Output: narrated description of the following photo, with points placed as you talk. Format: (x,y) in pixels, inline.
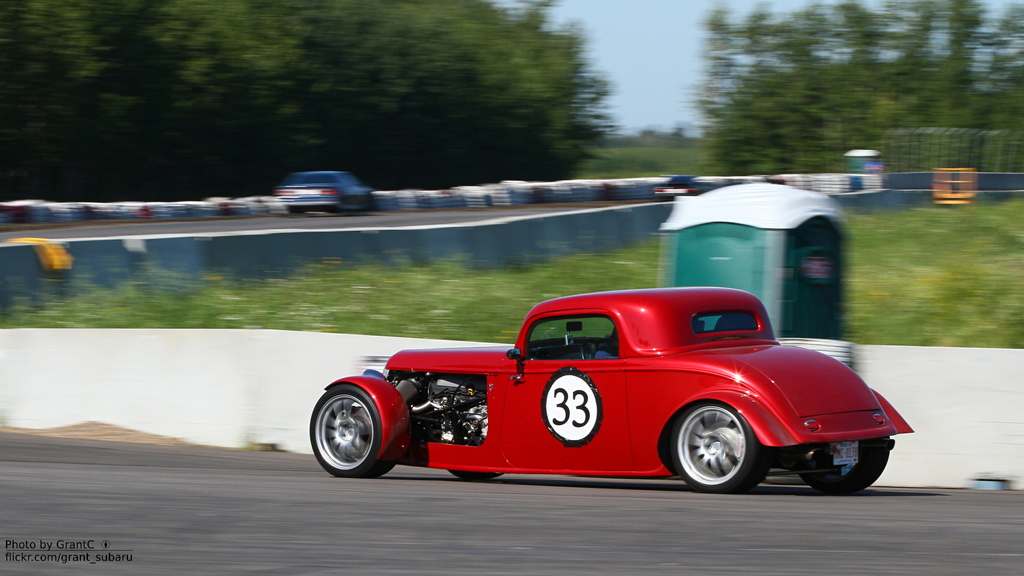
In the image there is a red car (724,432) going on road (616,574), behind it there is garden (491,290) inside fence (49,274) with road (183,226) on side of it, on the back (331,140) there are trees (744,146) all over the image and above its sky (650,53).
